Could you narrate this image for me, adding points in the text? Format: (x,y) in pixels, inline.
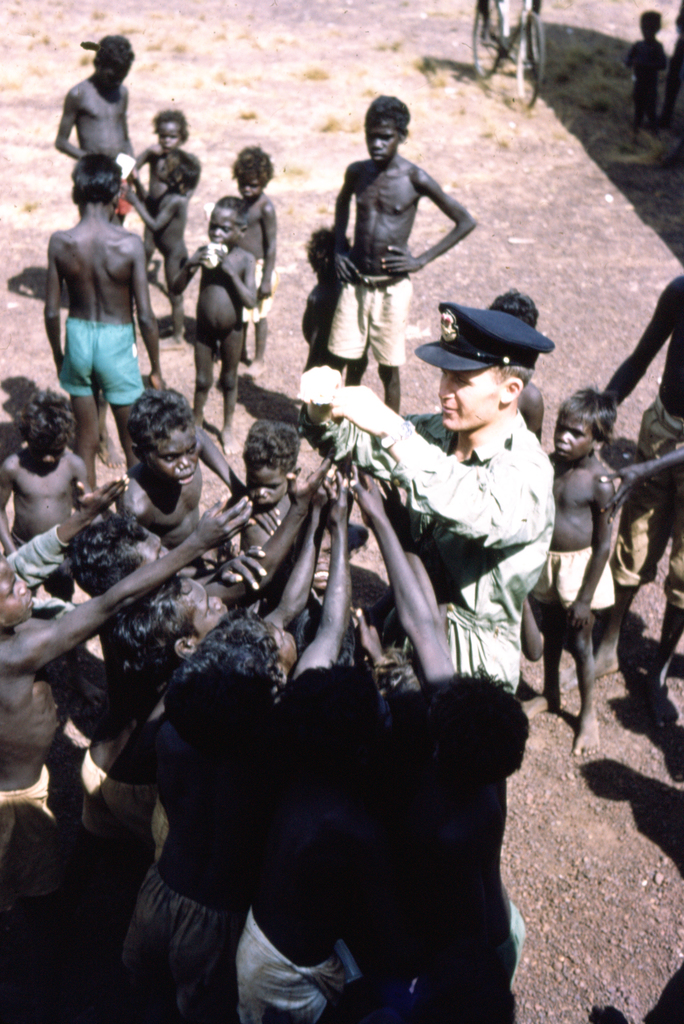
In the center of the image (251,523) we can see a group of people (330,498) are there. In the background of the image (448,190) ground (501,90) is there. At the top of the image (501,60) bicycle (533,66) is present.
